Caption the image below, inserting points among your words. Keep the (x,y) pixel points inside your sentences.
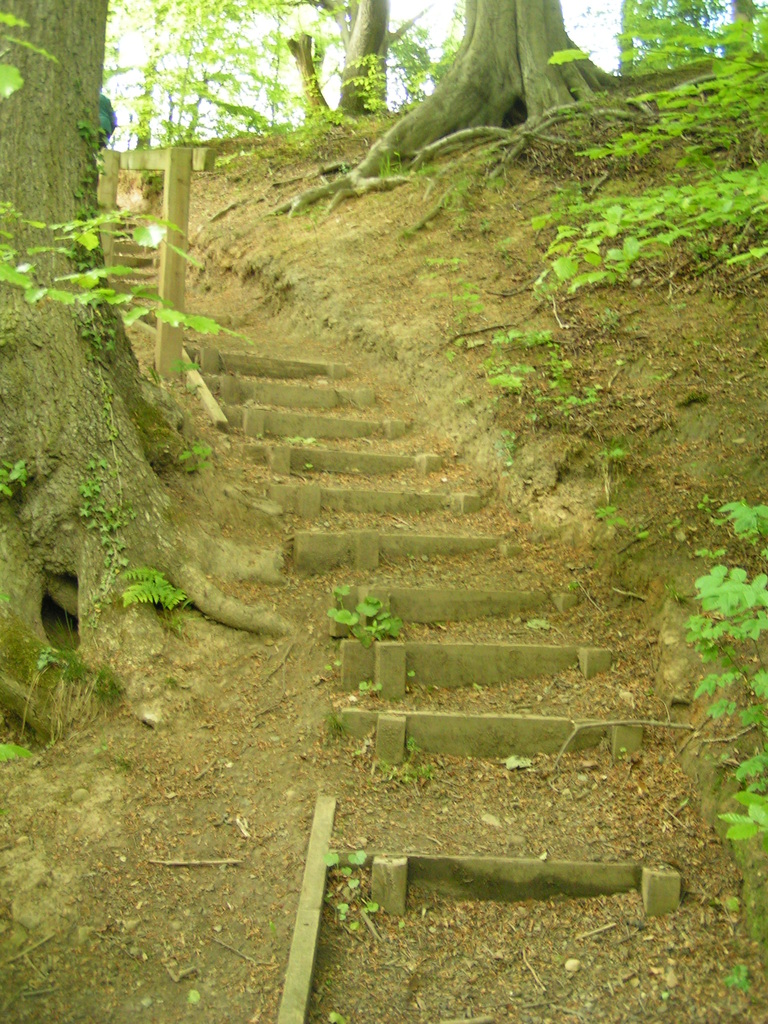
In this image I can see trees (482,24) and staircase (324,580) and plants (590,272).
